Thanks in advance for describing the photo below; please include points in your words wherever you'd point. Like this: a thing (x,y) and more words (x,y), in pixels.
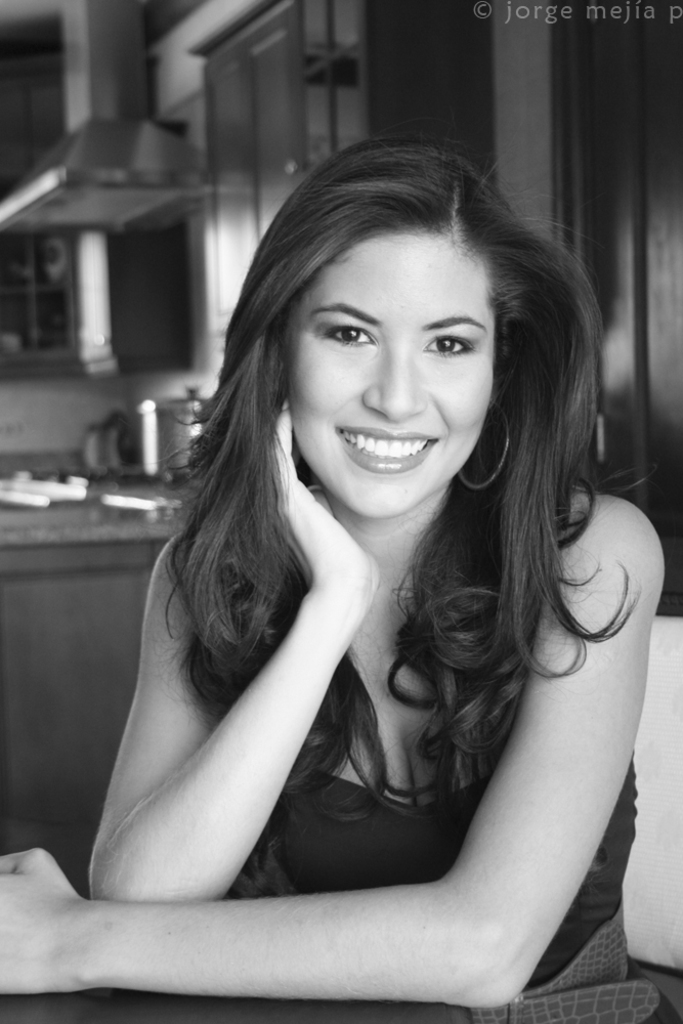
A woman (202,496) sitting with a smile. In the background (39,530), we can see a table top (179,521) and above that we can see a stove (160,488). On the top left side (81,111), we can see the chimney (129,134). In the background (164,267), we can see cupboards (214,148).
